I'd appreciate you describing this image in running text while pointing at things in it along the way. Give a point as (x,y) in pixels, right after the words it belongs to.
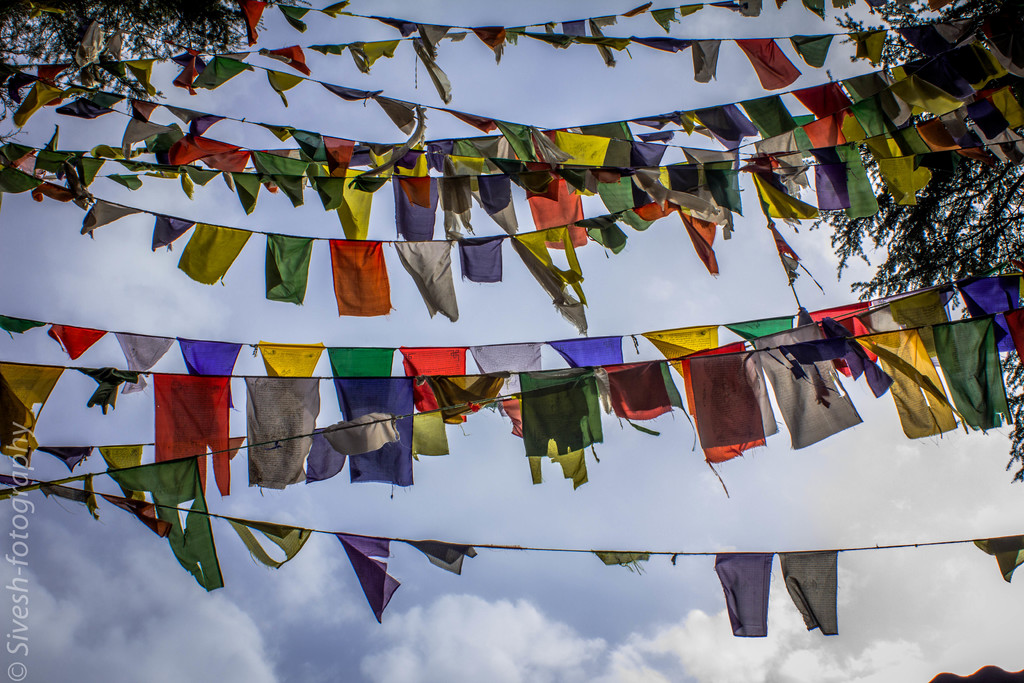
In this picture there are few clothes (448,290) which are in different colors are tightened to a rope (490,118) and there are trees (215,42) on either sides of it.
